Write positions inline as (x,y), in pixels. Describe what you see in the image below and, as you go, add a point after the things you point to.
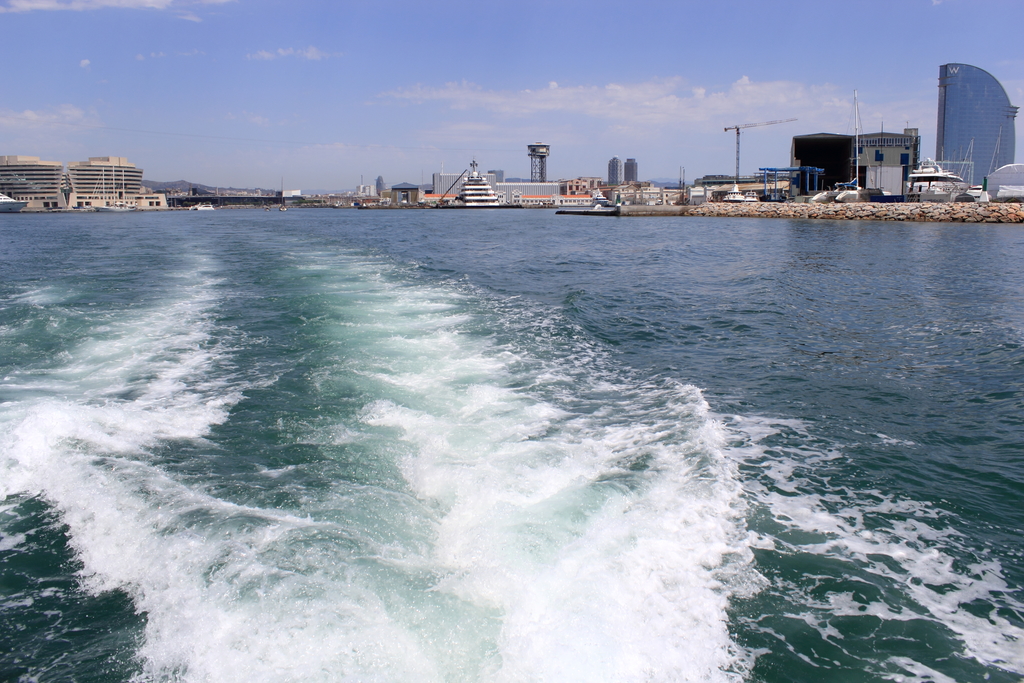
In this image we can see sea (295,384), sky (554,56) with clouds (728,107), construction cranes (735,129), buildings (655,192), pillars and rocks (954,219).
